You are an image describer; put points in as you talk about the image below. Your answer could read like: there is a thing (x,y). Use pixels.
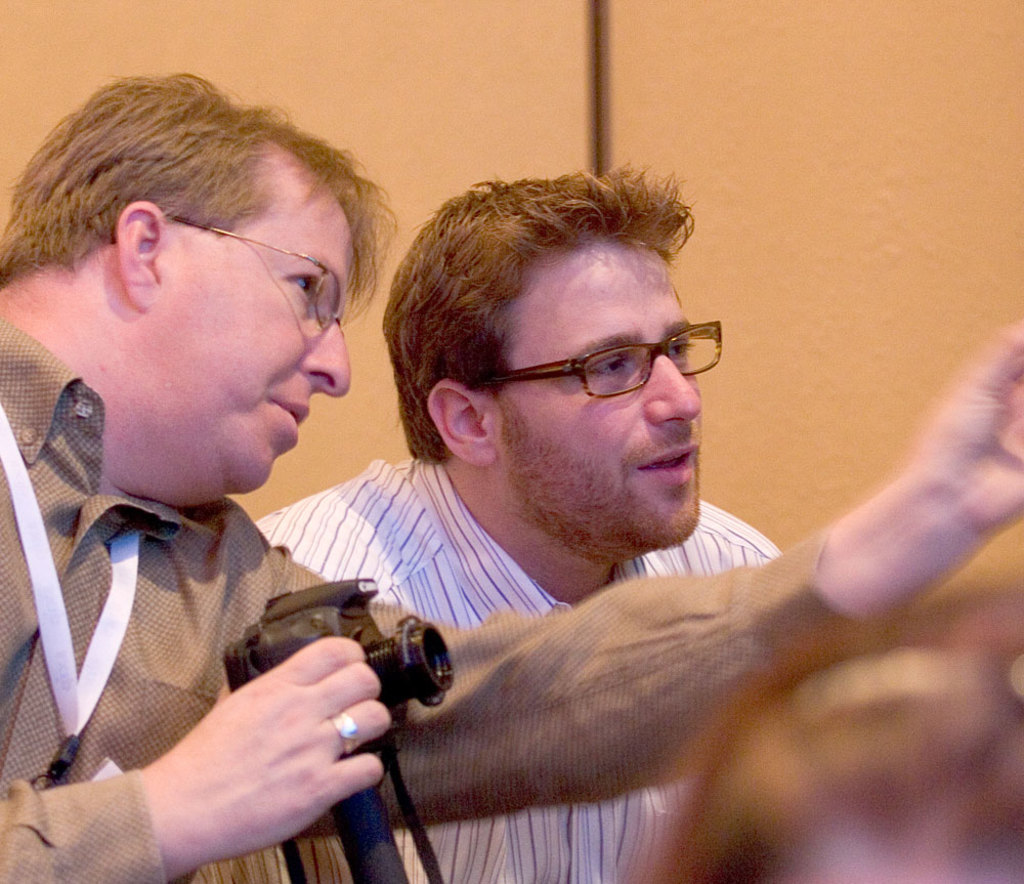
To the left side of the image (134,423) there is a person (241,688) holding a camera (439,657). Beside him there is another person (543,455). In the background of the image (656,101) there is wall (890,153). At the bottom of the image (816,690) there is person's head (868,784).
